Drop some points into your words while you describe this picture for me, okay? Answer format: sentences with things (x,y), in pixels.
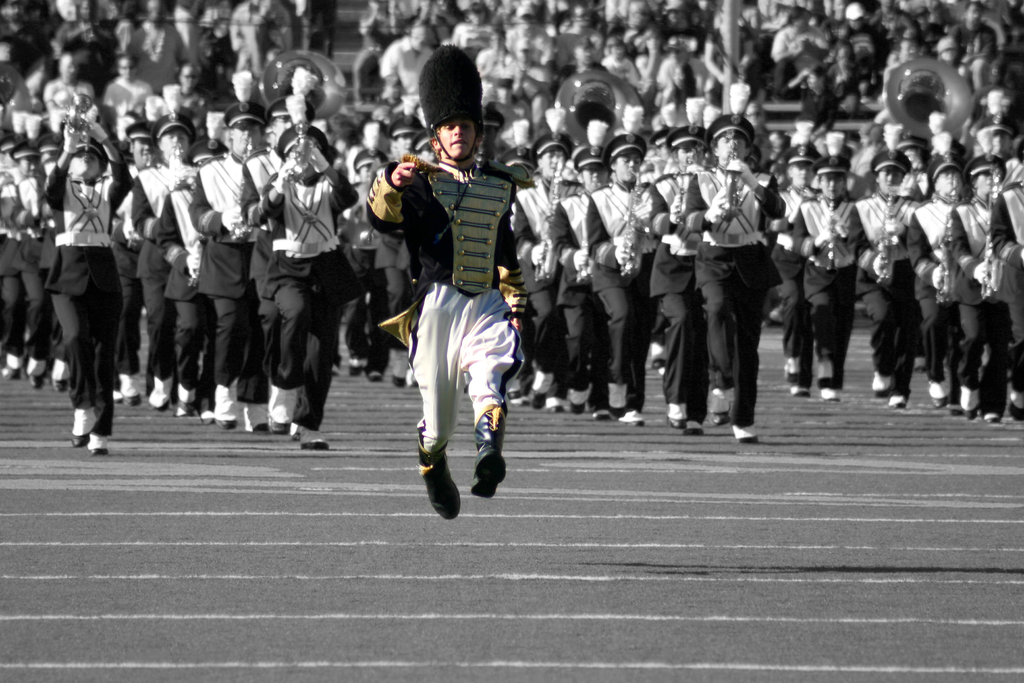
In this image people (328,365) are doing march past on the ground (455,434). At the back side (688,70) people (578,62) are sitting on the stairs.
